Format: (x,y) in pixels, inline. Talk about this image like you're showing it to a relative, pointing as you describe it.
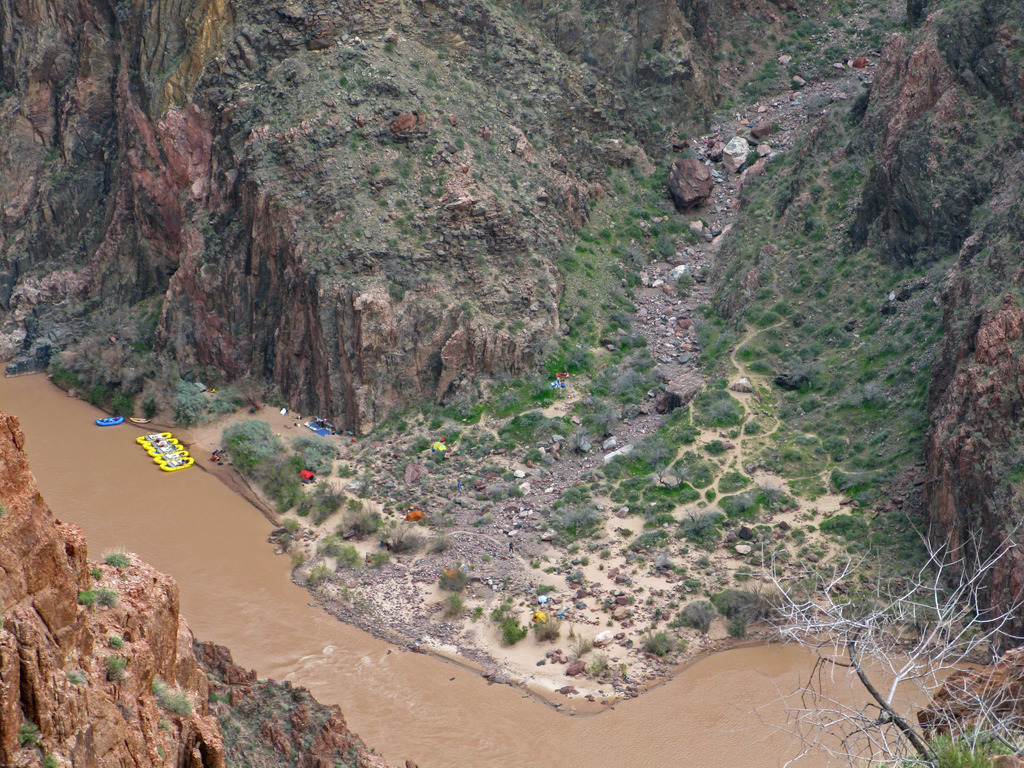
This picture is the aerial view of the river (120,470). At the bottom (368,665), we see the water (285,615) flowing in the river (758,743). In the right bottom (873,726), we see a tree (852,661). In the left bottom (138,646), we see the rock (114,757). In the middle (572,438), we see the trees (685,529) and stones (552,491). We see the boats (170,445) in yellow and blue color. There are trees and rocks (552,192) at the top (725,176).
